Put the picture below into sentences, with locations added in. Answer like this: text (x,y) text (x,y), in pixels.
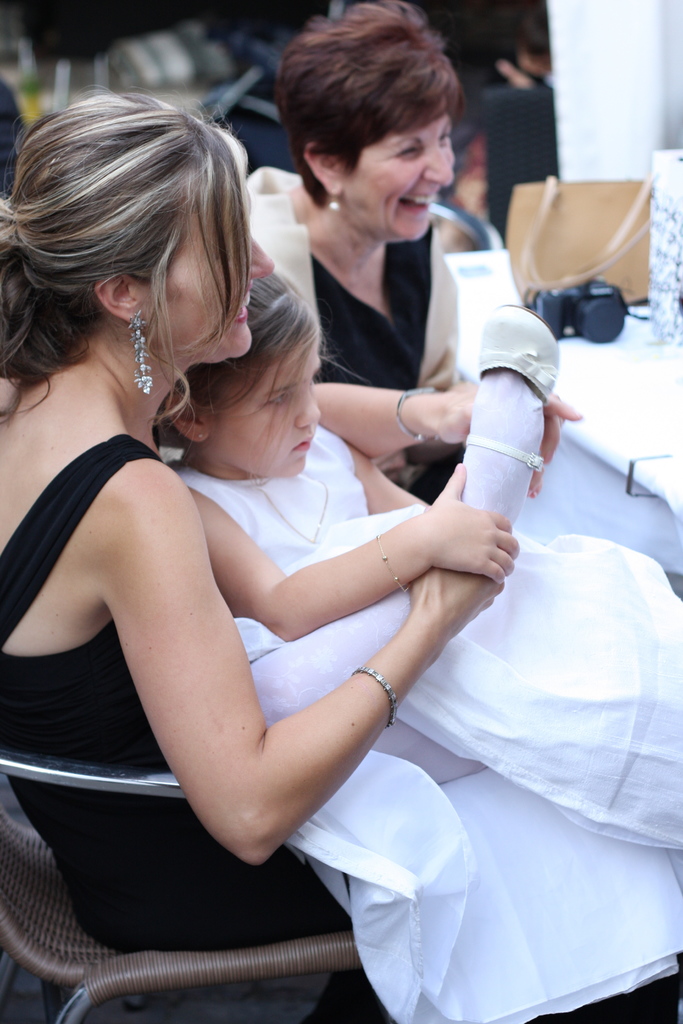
In this image there is a woman (171,558) sitting on chair (40,915), holding a leg (475,436) of a girl (315,473) who is sitting on her lap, beside her there is a woman (318,187), in front of woman (428,190) there is a table (585,373) on which there is a bag (540,213), some other objects (680,316).
